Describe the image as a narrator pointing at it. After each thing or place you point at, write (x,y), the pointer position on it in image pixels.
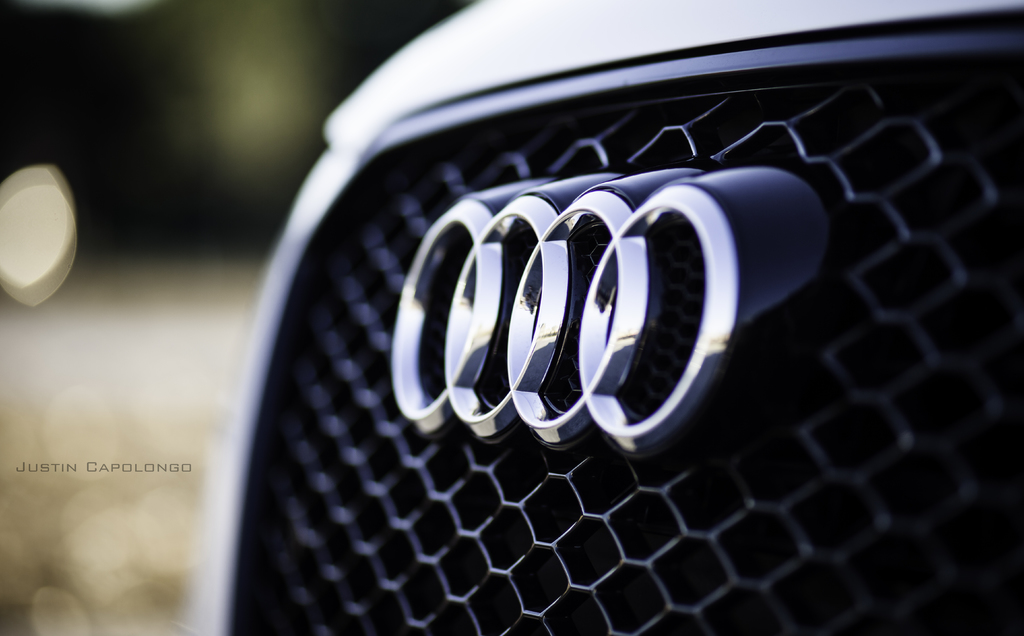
In this image I can see the vehicle (565,191) which is in white color and there is a blurred background (96,518).
